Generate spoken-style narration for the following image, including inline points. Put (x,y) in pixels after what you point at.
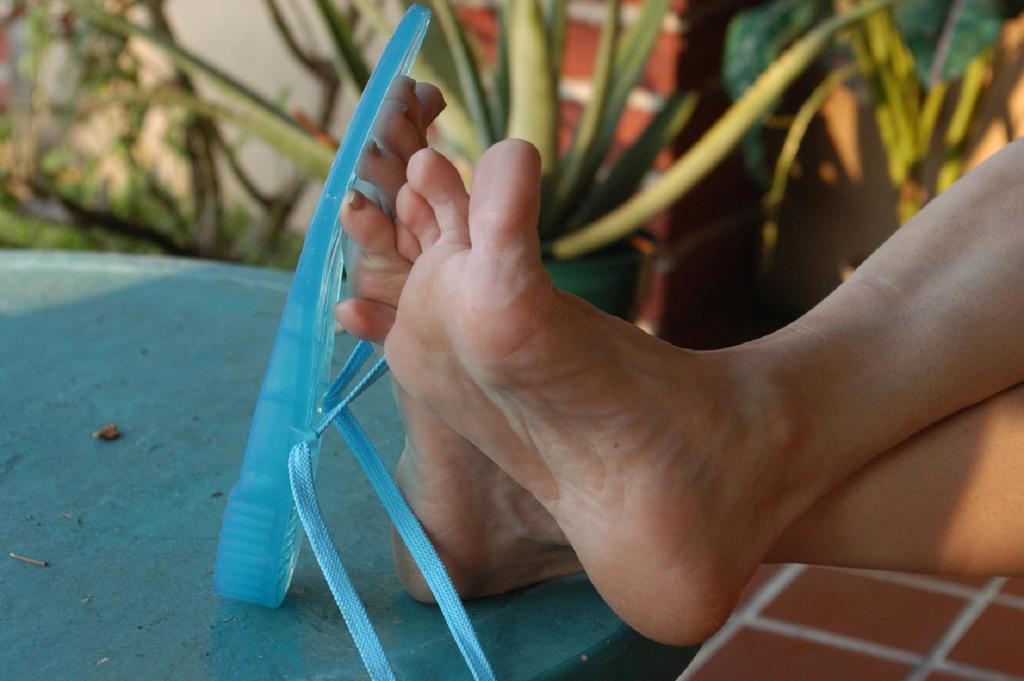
In this image there are legs (498,362) and slippers (331,237), in the background (360,79) there are plants (202,61) and it is blurred.
